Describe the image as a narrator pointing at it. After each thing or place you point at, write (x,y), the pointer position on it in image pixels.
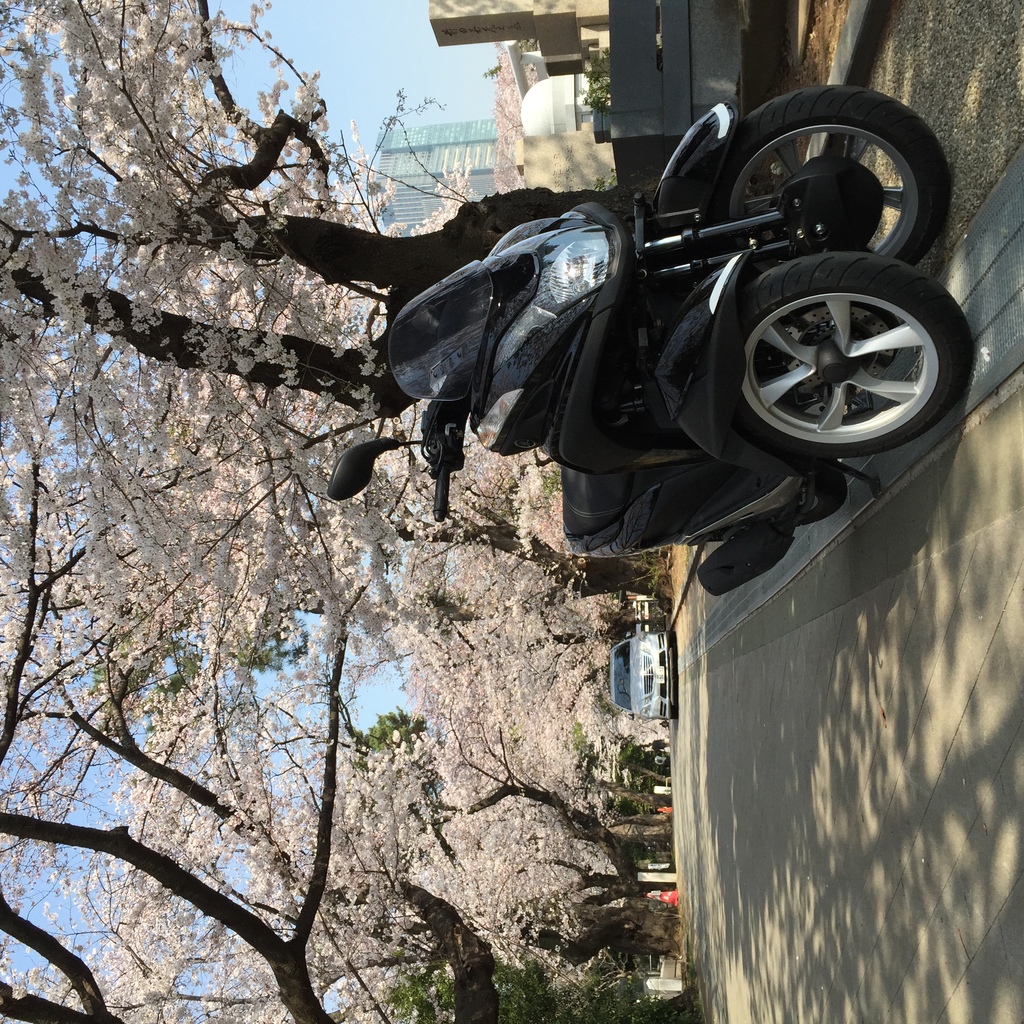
This is a tilted picture. In this picture we can see the sky (384,1), trees (529,46), building (387,156), few objects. We can see vehicles (456,308) on the road (874,635). It looks like a sunny day.
